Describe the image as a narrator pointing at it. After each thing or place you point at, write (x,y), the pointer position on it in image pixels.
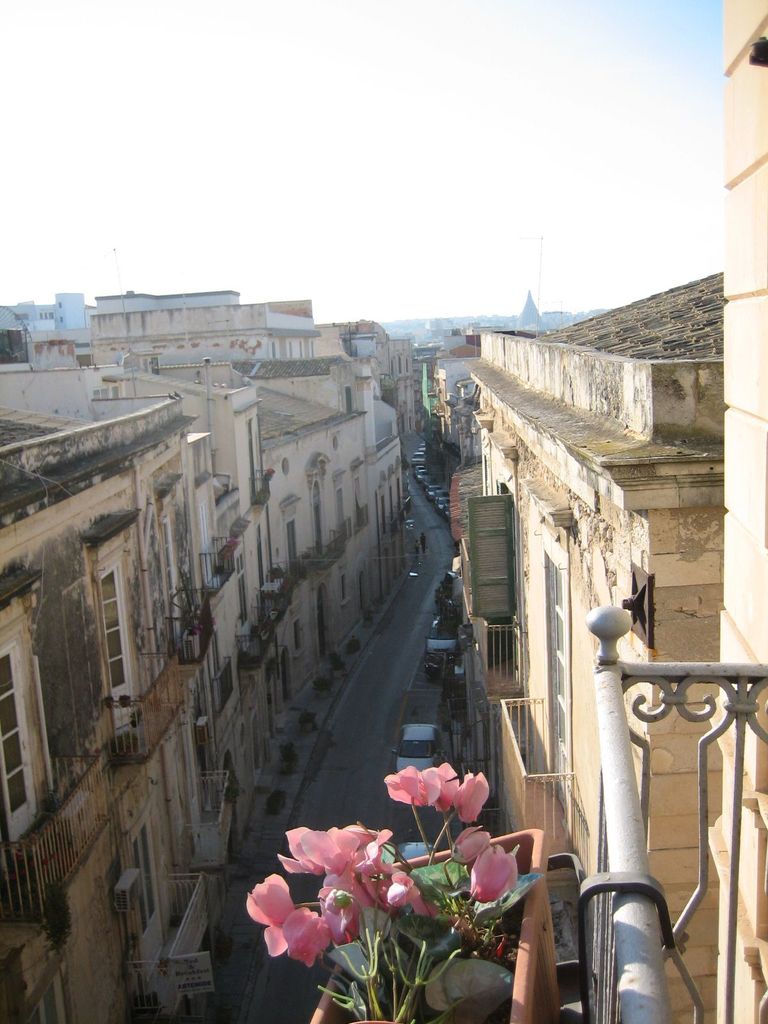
In the picture we can see an Aerial view of the road (411,466) between the buildings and into the buildings (92,827) we can see the windows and railing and to it we can see a plant (350,853) with some flowers (339,865) to it and in the background (451,405) also we can see full of houses (640,372), buildings (47,309) and sky (281,235).
